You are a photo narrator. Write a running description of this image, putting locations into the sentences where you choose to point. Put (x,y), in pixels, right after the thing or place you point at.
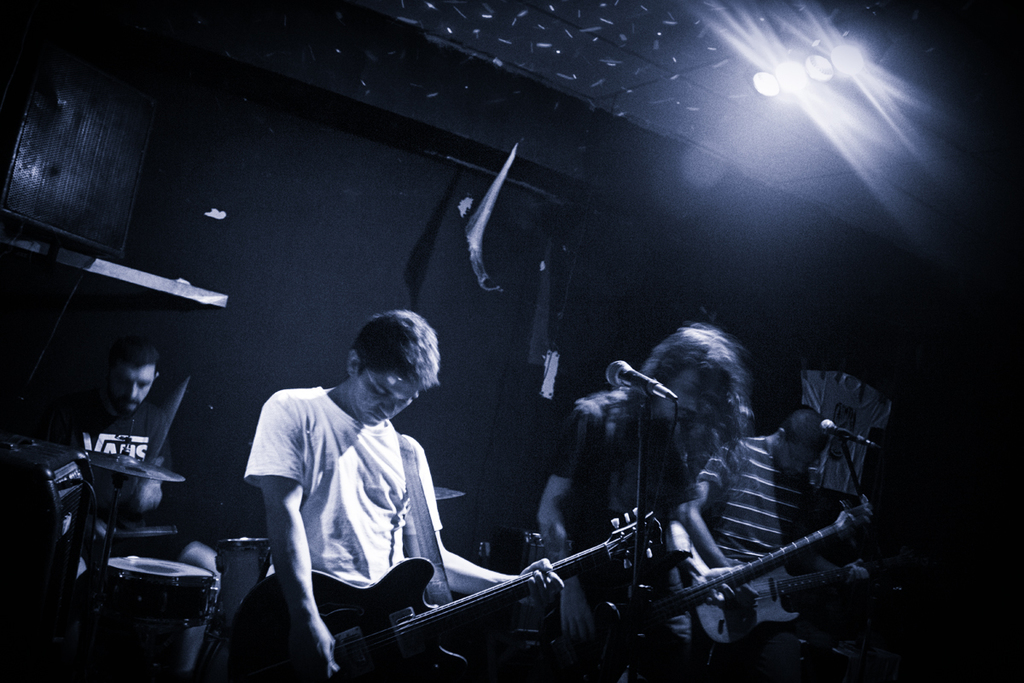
In this image I can see number of people (716,599) are holding musical instruments (256,589), in the background (80,441) I can see a man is sitting next to a drum set (203,596). Here I can see two mics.
